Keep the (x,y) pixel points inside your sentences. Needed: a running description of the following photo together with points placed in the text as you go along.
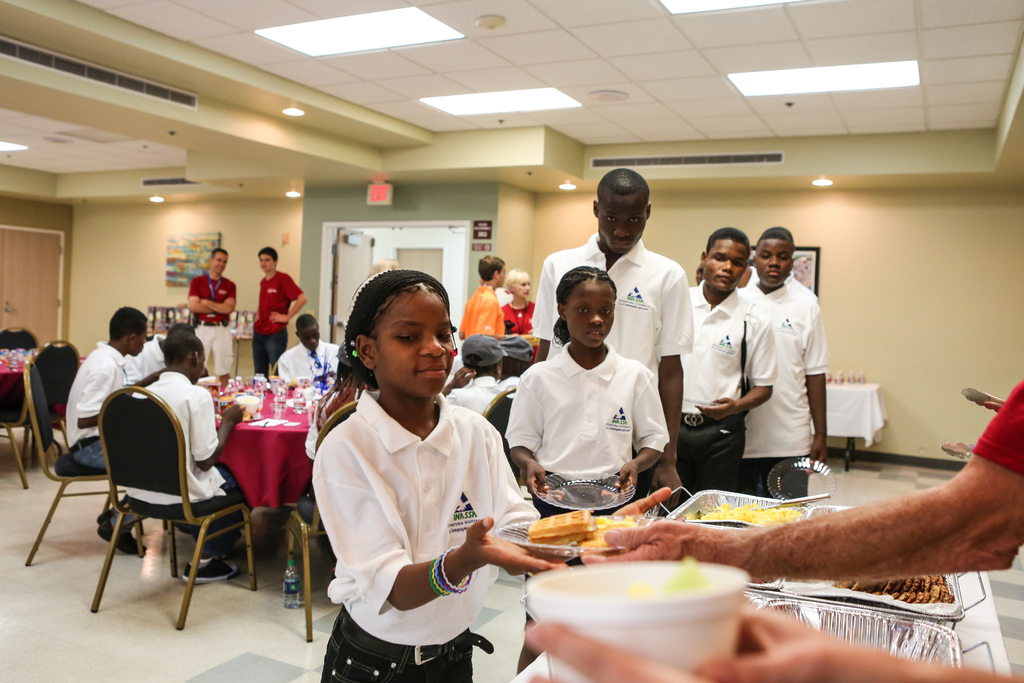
Here we can see group of people (440,435). This is floor (230,661) and there are chairs (77,358). Here we can see food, table (833,596), cloth (860,421), bottles (855,379), and frames (800,276). There are few persons (234,535) sitting on the chairs (221,516). In the background (37,250) we can see a wall (876,352), lights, door (355,236), and ceiling (550,86).
